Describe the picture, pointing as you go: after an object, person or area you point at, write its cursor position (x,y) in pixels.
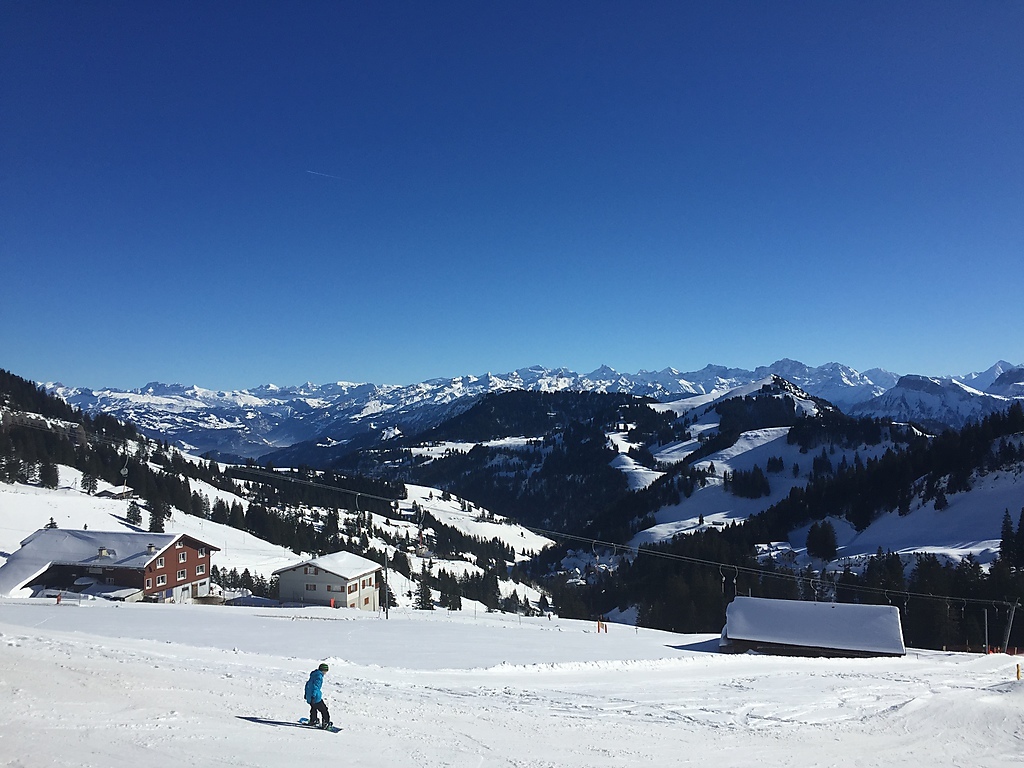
In this image I see a person (317,692) over here and I see few buildings (360,586) and I see the snow (618,704). In the background (341,543) I see number of trees (302,500) and I see the mountains (301,436) and I see the clear sky (577,227).
